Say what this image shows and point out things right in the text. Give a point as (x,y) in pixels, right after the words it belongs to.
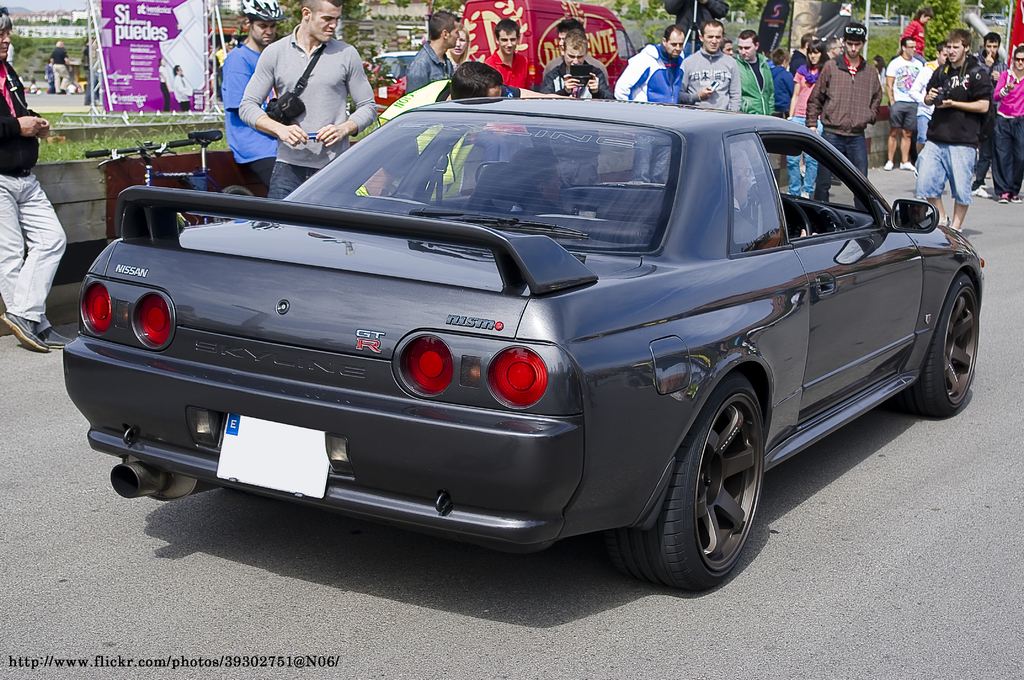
In this image I can see a car (462,378) which is in black color on the road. Background (938,190) I can see few persons (938,171), some are standing and some are walking, banners (167,22) in purple and white color, trees (47,47) in green color and sky (43,5) in white color.
